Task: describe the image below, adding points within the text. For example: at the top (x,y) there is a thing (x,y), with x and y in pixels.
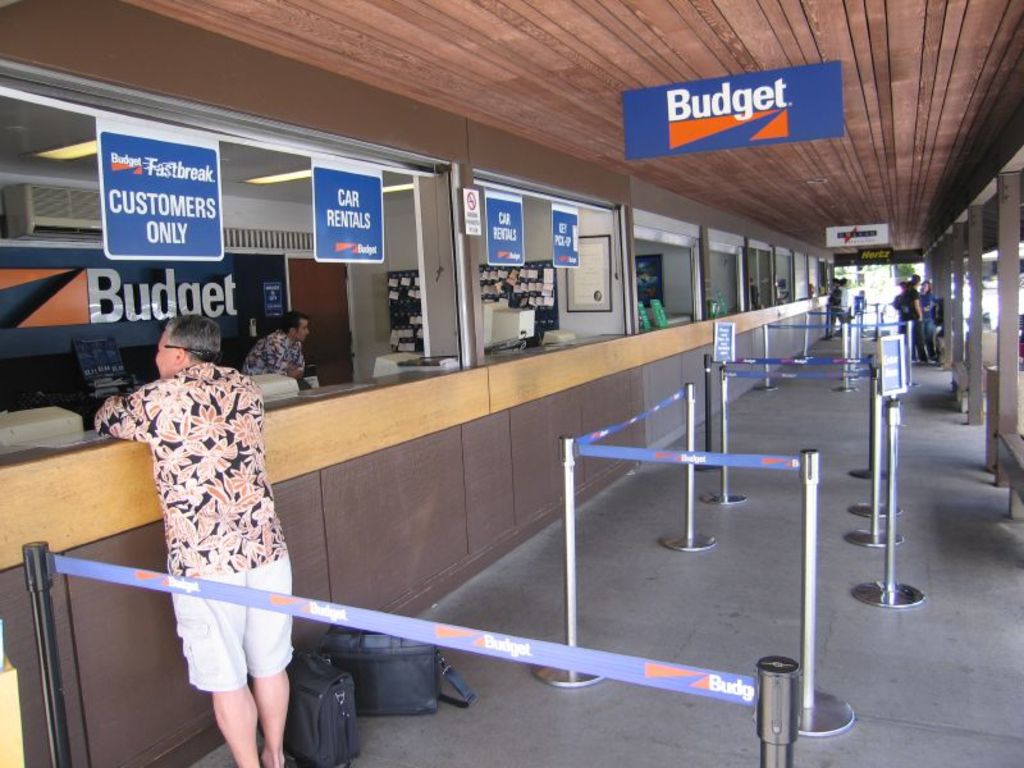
In the image, it seems to be a car rental counter (101,95), an old man (177,438) standing on the left side (215,555) in front of the table (544,387), in front there are railings (40,549) and the ceiling (522,16) is of wood (770,40), there is system (494,329), racks (525,296) and boards (512,291) inside the hall (341,330).
